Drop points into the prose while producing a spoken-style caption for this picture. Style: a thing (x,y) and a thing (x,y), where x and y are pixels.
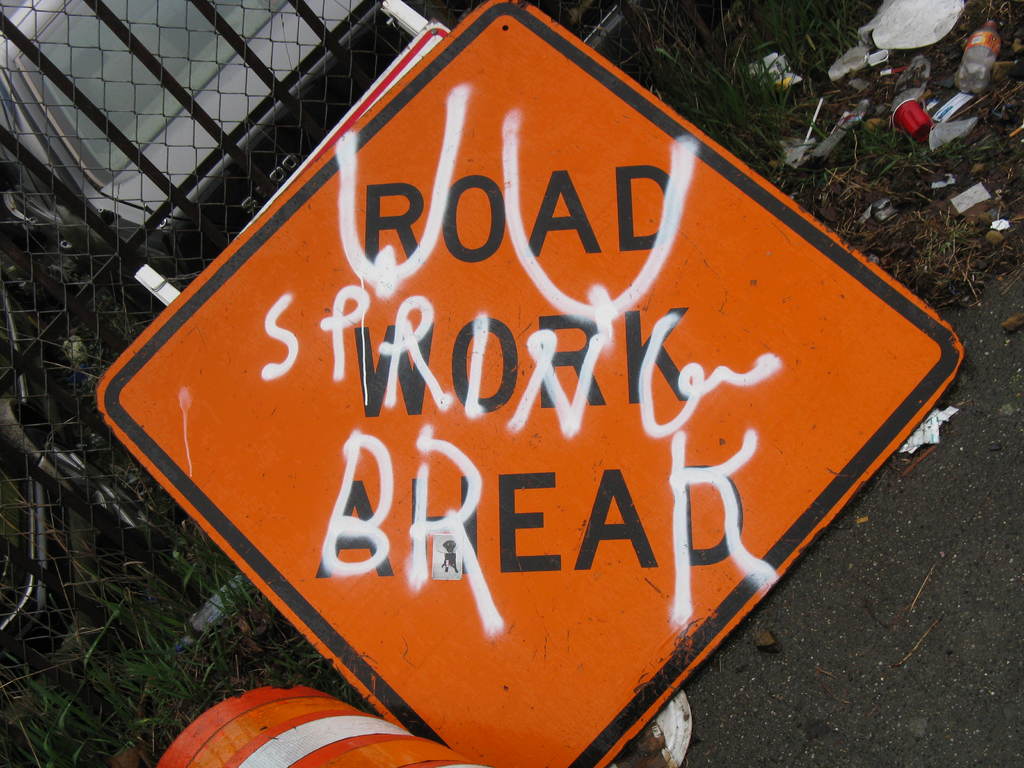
In the image we can see road (830,635), grass (245,634), fence (111,134), vehicle (214,113) and a board (394,309), on the board (427,327) there is a text (526,403). This is a trash (897,69).
